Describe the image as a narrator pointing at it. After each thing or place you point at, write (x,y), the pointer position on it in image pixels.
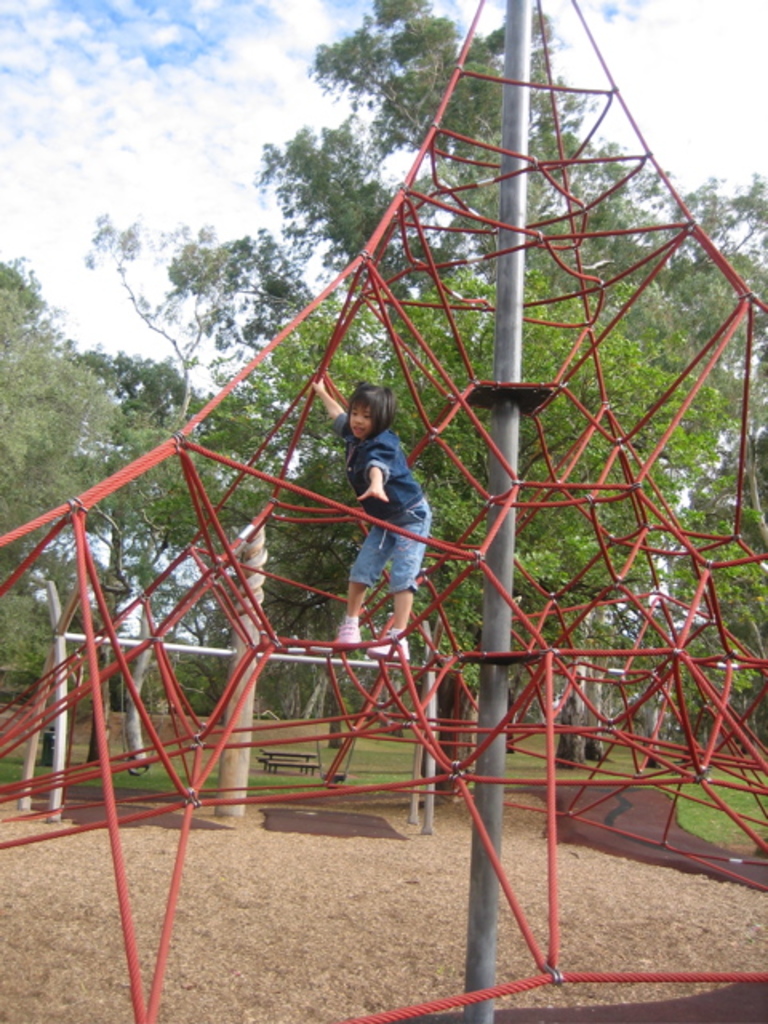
In the picture we can see a playground equipment (484,989), on it we can see a girl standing and holding a rope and behind it we can see trees (311,597) and sky (291,119).
